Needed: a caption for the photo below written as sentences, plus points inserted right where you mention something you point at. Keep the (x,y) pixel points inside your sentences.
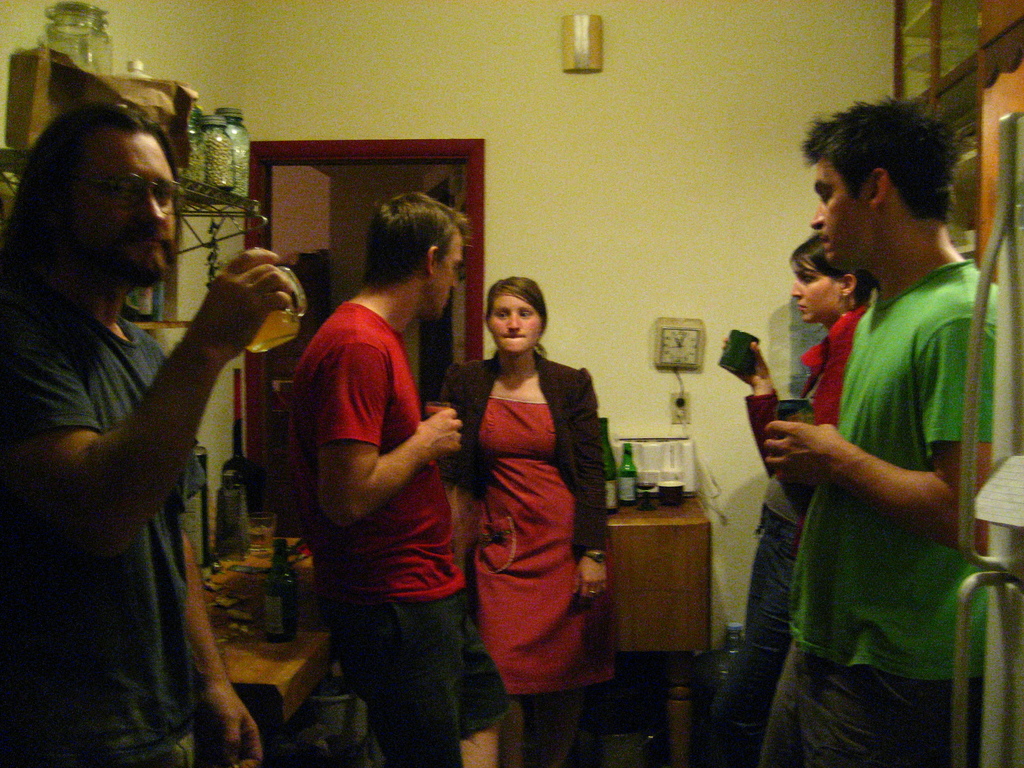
In this image, we can see a group of people (191,555) wearing clothes (130,568) and standing in front of the wall (199,256). There is a door (437,378) in the middle of the image (429,349). There are tables (634,591) contains some bottles (279,609). There is a wall shelf (232,216) in the top left of the image (222,188) contains some jars (194,123).
